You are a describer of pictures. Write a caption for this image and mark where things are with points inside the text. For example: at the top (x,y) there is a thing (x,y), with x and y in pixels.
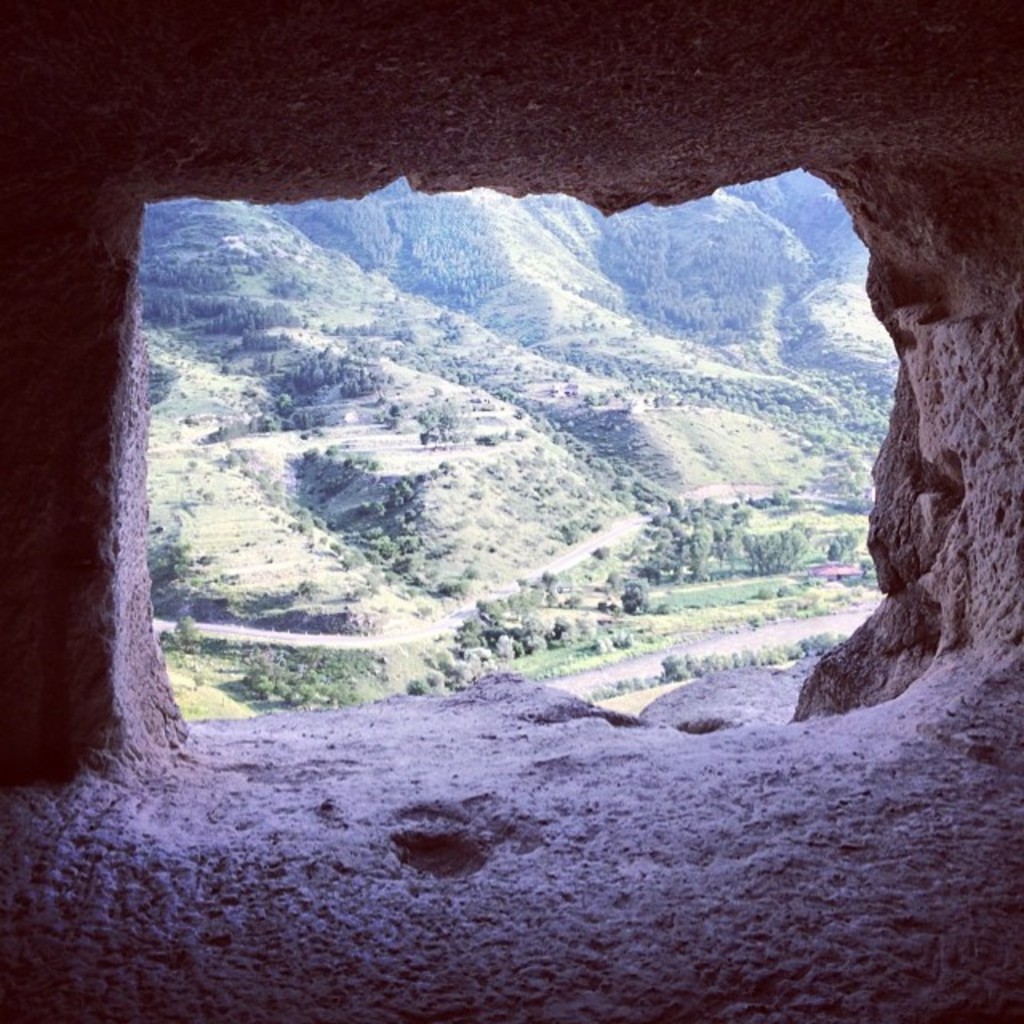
This image is clicked from a cave (284,134), in the front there are hills (259,458) with plants (552,665) and trees (694,574) all over it.
